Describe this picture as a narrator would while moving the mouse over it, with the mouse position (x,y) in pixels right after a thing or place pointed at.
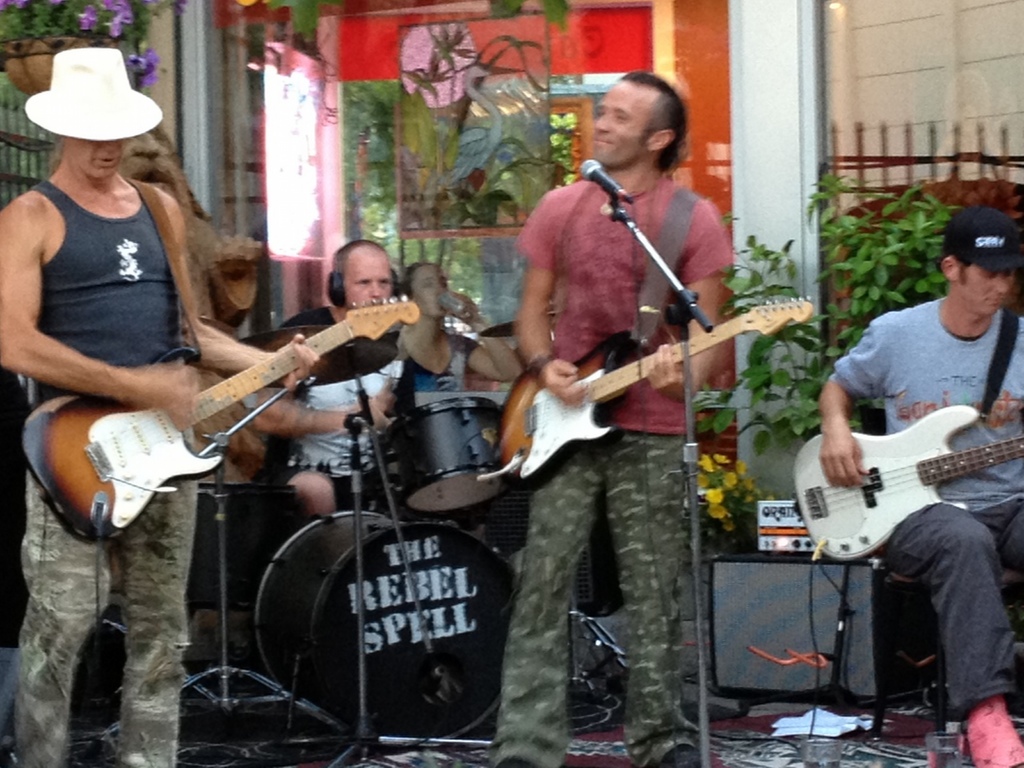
In this picture we can see two persons (147,711) standing and playing a guitar (585,382). Here one more person (831,453) is sitting and playing the guitar (917,503). And in the back (512,361) we can see two persons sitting and one is playing some musical instruments (456,641). And these are the plants (775,432) and there are some yellow flowers (737,502). This is the floor (755,734) and this is the wall (883,80).
